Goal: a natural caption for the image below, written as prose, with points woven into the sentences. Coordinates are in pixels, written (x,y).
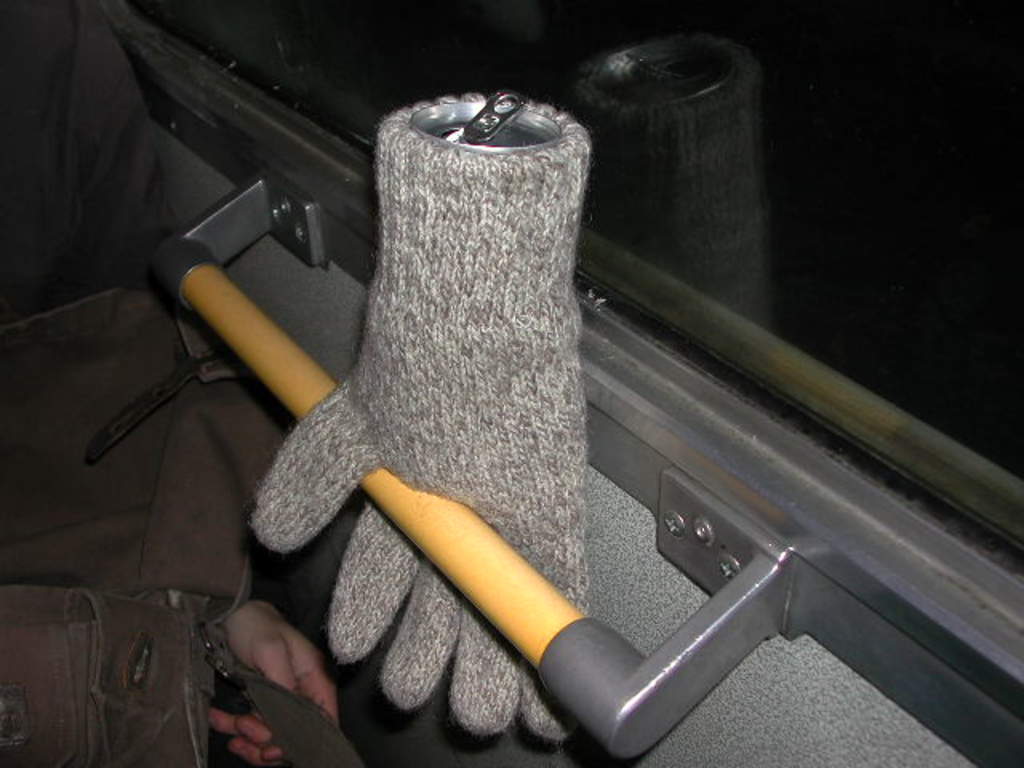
This picture is taken inside the vehicle (616,344). There is a coke can (472,148) covered with the gloves (451,424) which is on the metal rod (404,501). Metal rod (457,522) is attached to the wall (773,498) of the vehicle (756,530). Left side (36,662) there is a person (68,300) holding a bag (133,691). Right side (997,454) there is a window (779,84).
